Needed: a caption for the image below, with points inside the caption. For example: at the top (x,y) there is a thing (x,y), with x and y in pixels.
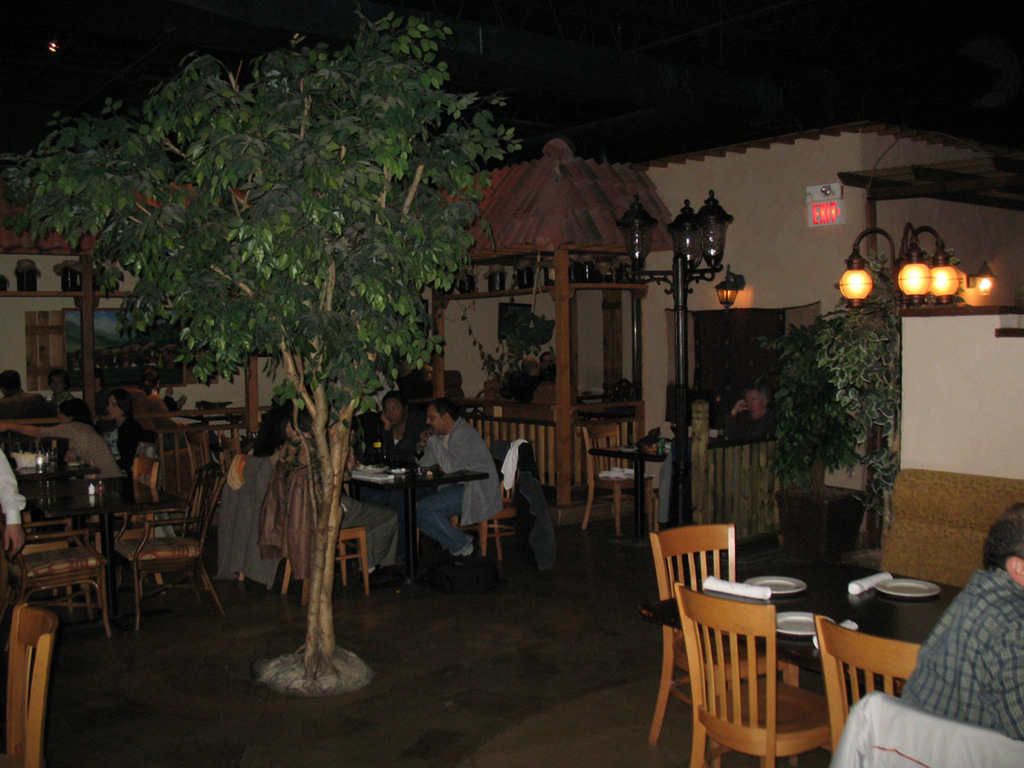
This is a picture where we have a tree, lights (725,289), chair (671,572), table (778,575), plates (767,584), napkin (763,596) and in the background (559,441) we have person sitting in the chair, a building (501,263).
